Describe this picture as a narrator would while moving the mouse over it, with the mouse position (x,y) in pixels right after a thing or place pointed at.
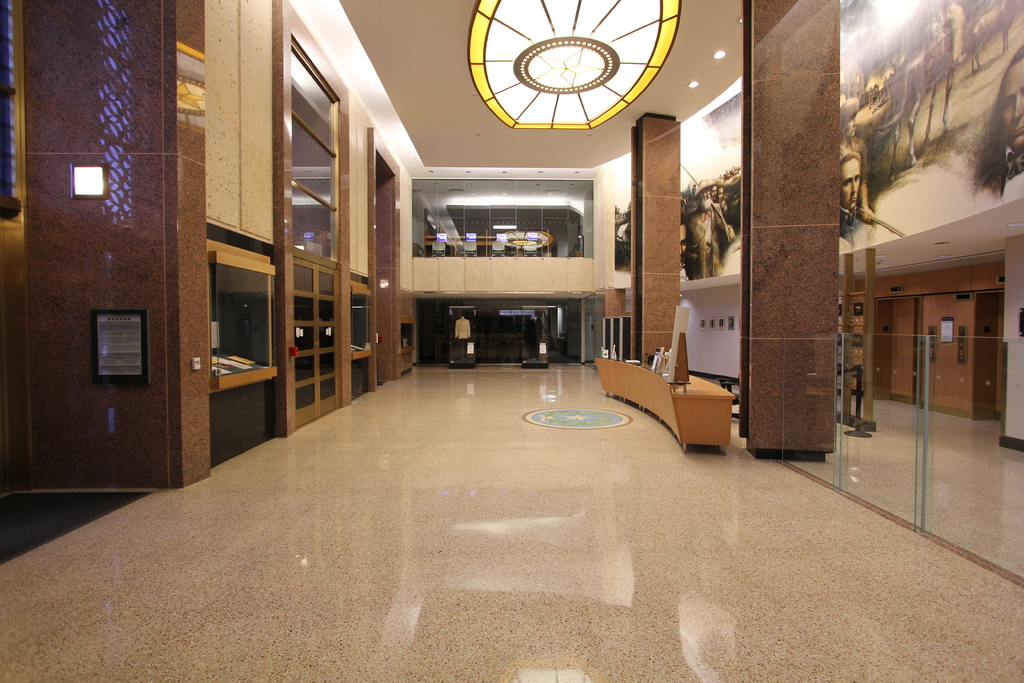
The image is taken in the hall (592,452). On the right side of the image (702,420) there is a table (720,411). At the top (572,72) there is light (592,70). On the left (244,345) we can see a shelf (226,334).
